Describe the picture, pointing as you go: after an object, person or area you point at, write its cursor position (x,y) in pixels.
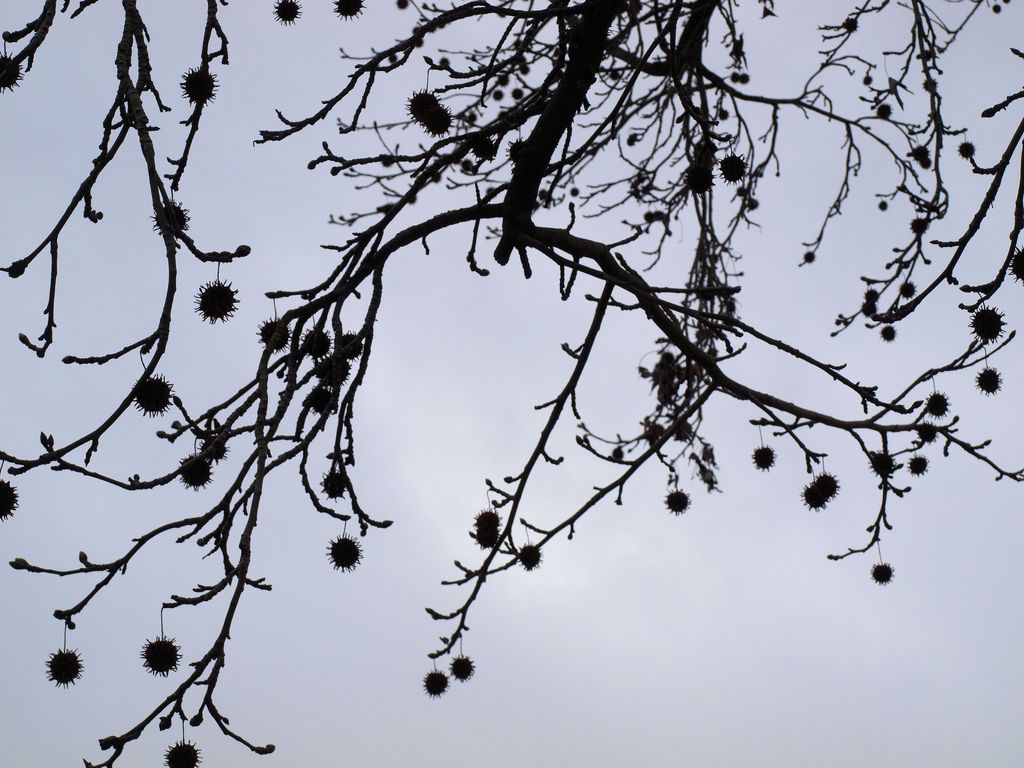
In this image in front (74,672) there is a tree (287,396) with the fruits (157,391). In the background (483,586) there is sky (721,676).
